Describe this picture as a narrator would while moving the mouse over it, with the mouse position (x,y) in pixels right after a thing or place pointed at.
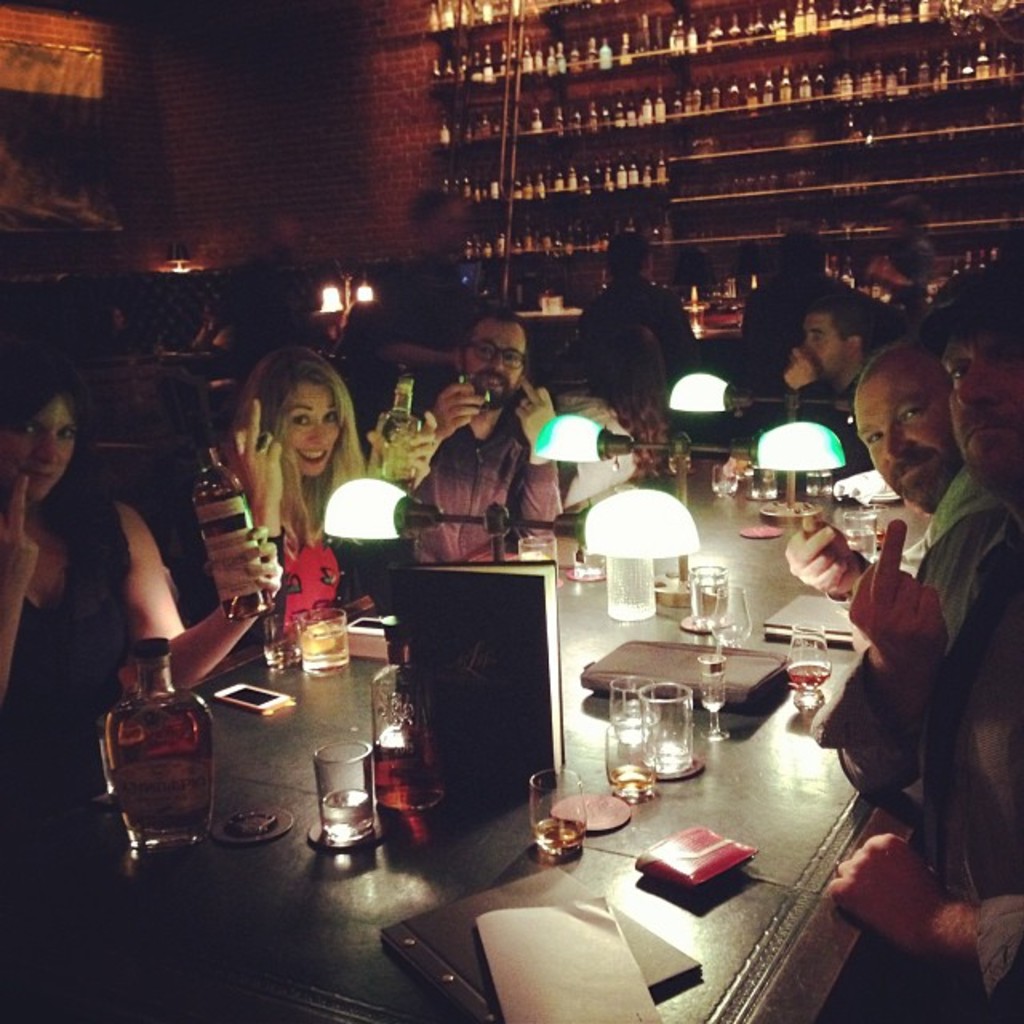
In this image i can see there are group of people (827,584) are sitting on a chair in front of a table (579,866). On the table (570,629) i can see there are few glasses (637,690), books (521,691) and other objects (433,767) on it.
